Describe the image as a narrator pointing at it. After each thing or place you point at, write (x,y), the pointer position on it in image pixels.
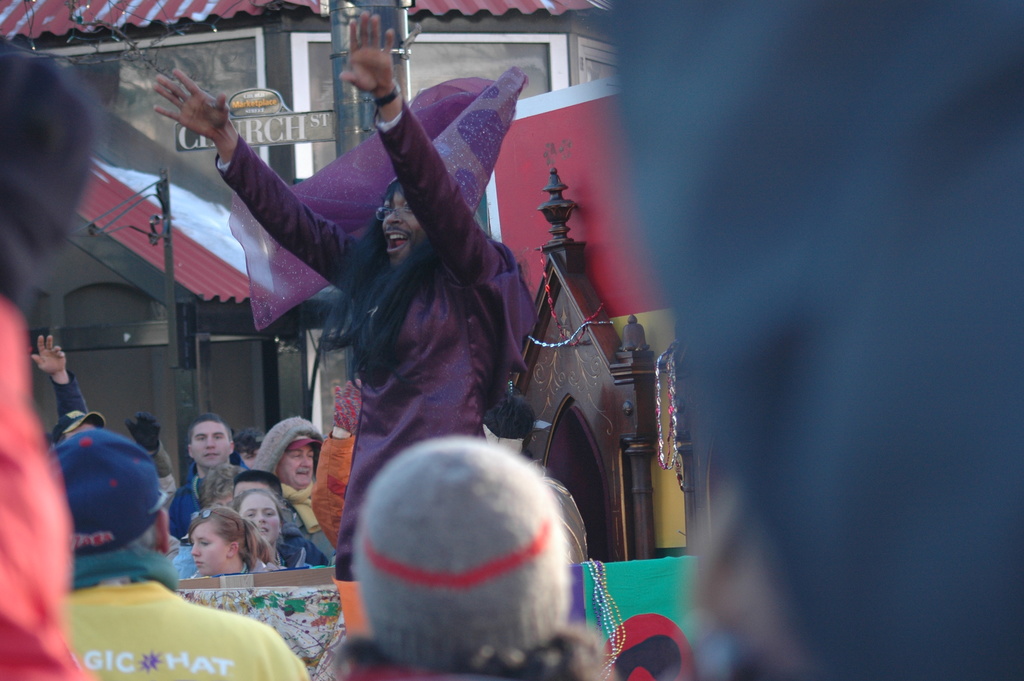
In this image there is a person (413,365) wearing a cap (551,517). Bottom of the image (355,656) there are few persons (355,656). There are few persons (230,446) behind the fence (237,598). A person (458,199) is standing near the chair (636,461). Background (297,74) there are few buildings (322,101). Left side (269,130) a board (269,105) is attached to the pole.
